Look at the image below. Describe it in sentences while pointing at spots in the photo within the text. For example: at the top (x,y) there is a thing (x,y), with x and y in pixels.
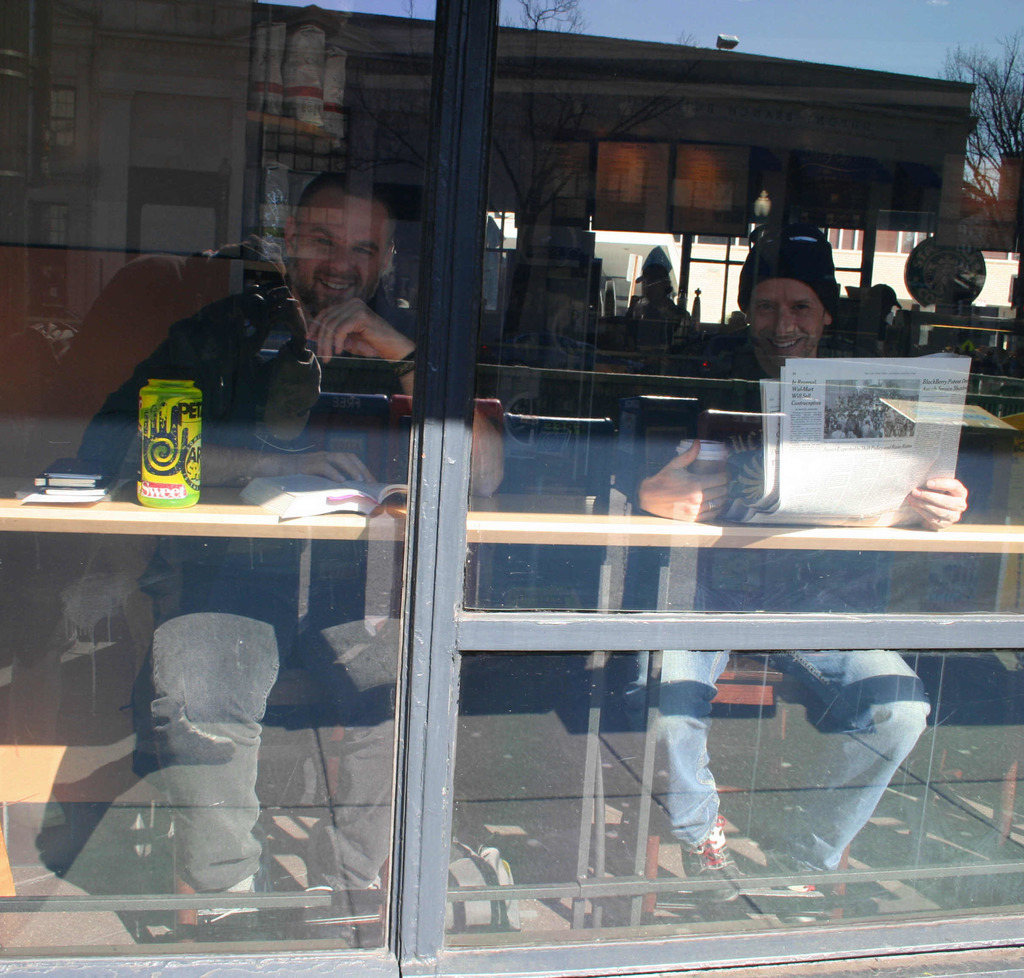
In this picture we can observe a glass (598,383). Behind the glass (385,356) there are two men (328,245) sitting in front of the table (957,527). One of them is holding a paper (773,436) in his hand (690,507). We can observe a cup (717,460) on the table (531,522). Both of them are smiling. In the background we can observe a building (931,166), trees (991,113) and a sky (822,31).
